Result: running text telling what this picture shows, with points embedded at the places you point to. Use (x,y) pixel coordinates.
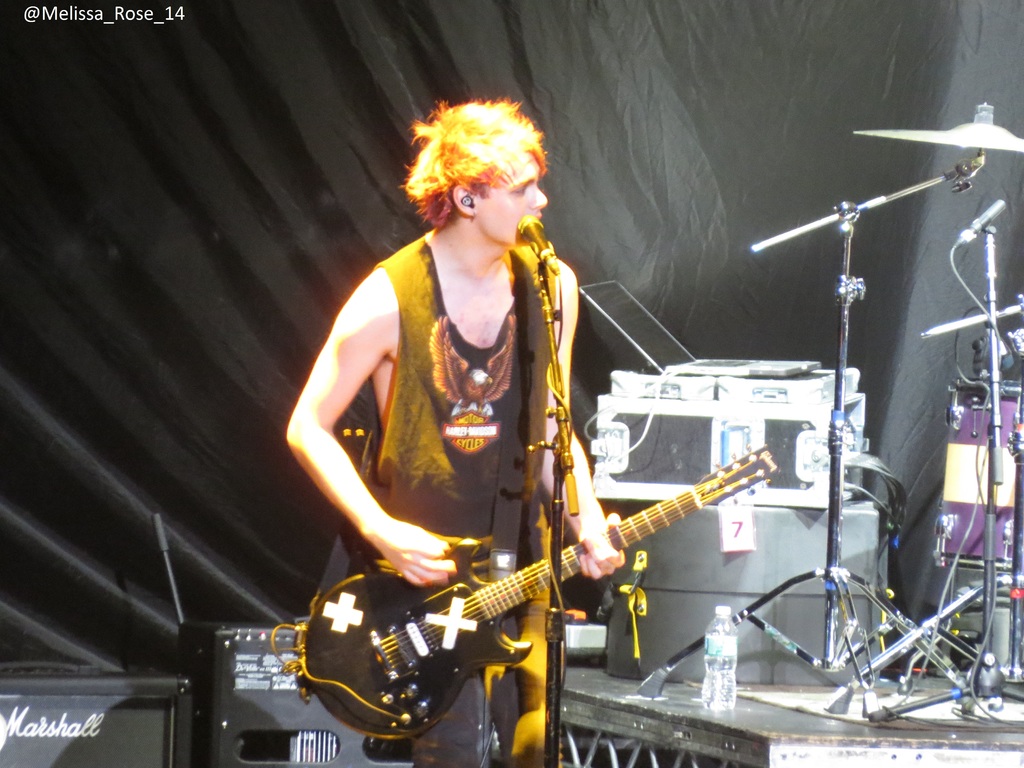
In a picture there is only one person (497,455) who is wearing a black t-shirt (454,436) and playing a black guitar (459,654) in front of the microphone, behind him there are speakers (165,702), drums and water bottle (732,672) and a table (765,749) and there is a big black cloth (180,71) behind him.
